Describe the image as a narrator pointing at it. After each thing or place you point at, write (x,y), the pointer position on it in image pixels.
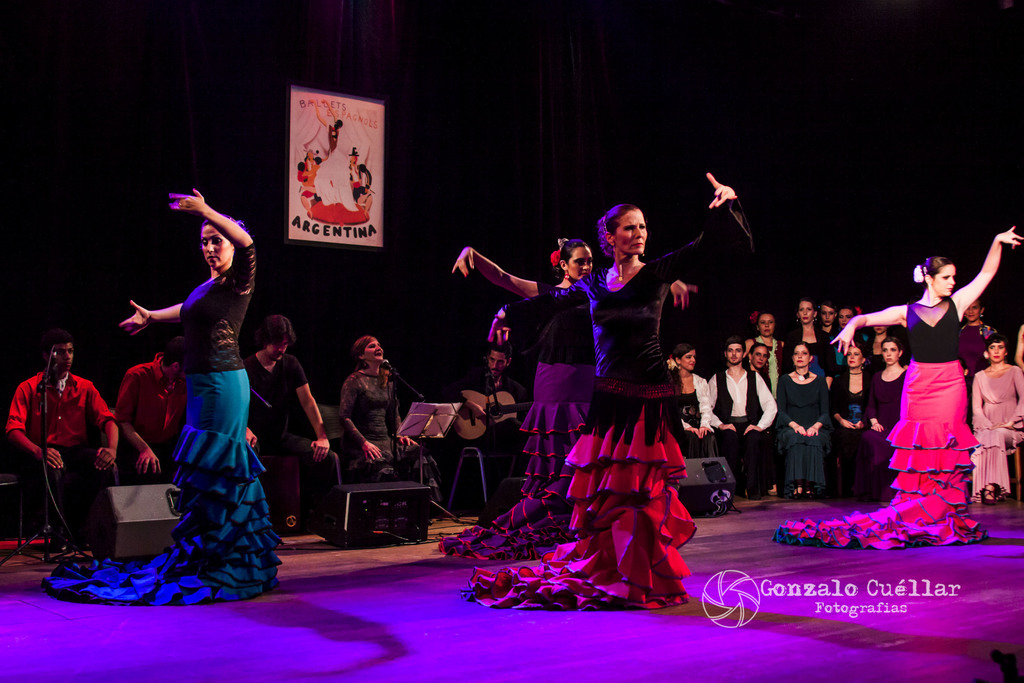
In this image we can see a few people (558,316), among them some are sitting on the chairs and some are dancing, we can see a guitar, mic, speakers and other objects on the stage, in the background (139,250) we can see the curtain (435,129), on the curtain (328,84) there is a photo frame (379,138) with some images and text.
